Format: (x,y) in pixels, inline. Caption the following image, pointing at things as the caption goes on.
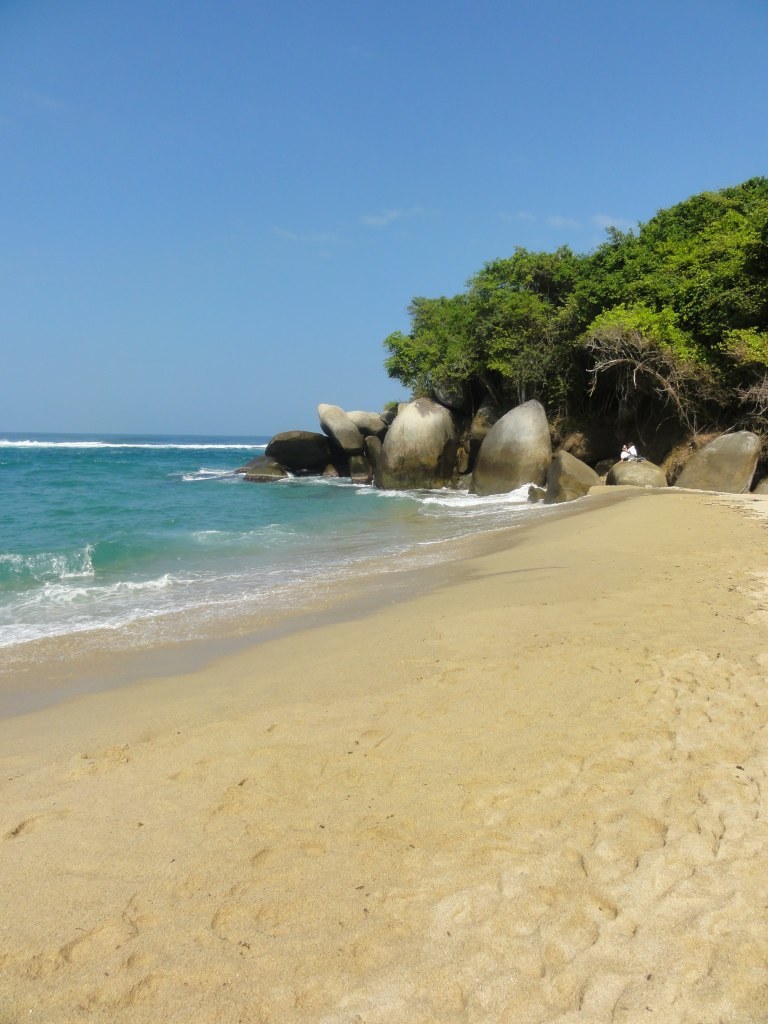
In this picture I can see there is a beach (464,749) and there is sand (381,719) and a ocean (57,513) here and there are trees (563,295) and the sky (347,262) is clear.
